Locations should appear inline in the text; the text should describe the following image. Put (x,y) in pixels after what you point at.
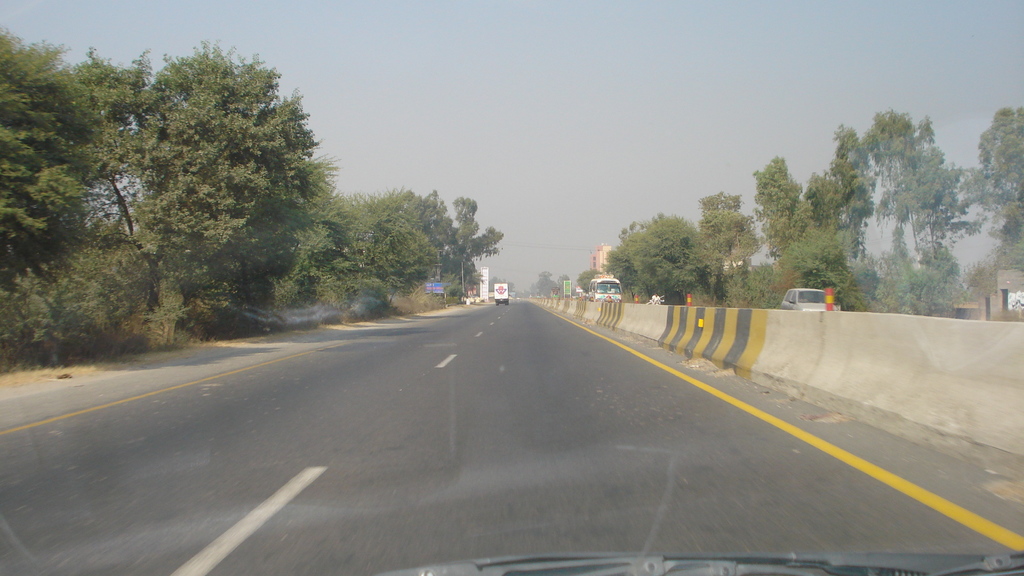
In this picture, there is a road (17,567) which is in black color, in the left side (162,230) there are some green color trees (131,253), in the middle (666,308) there is a divider (706,349) which is in white color, in the right side (724,299) there are some cars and there are some green color trees (750,254), in the top (518,153) there is a sky (514,77) which is in white color and it is cloudy.
